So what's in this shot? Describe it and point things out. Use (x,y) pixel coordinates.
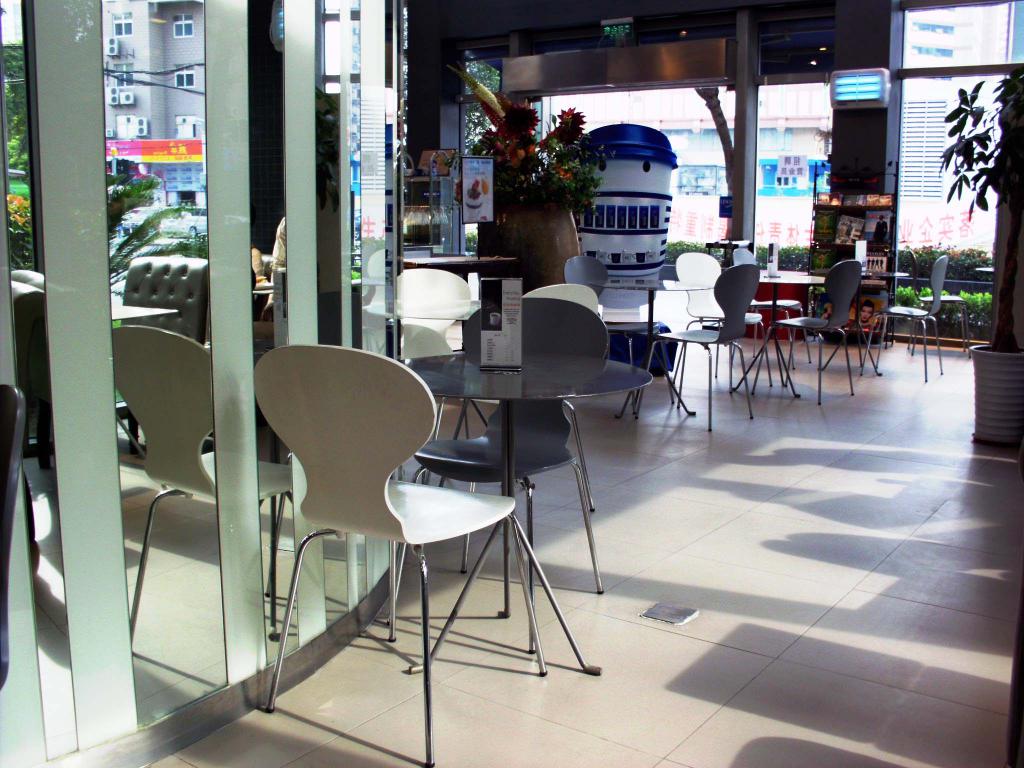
In this image we can see a store (487,167). There are many chairs (493,412) and tables (577,387) in the image. There are few plants (574,174) in the image. We can see the reflection (197,459) of few buildings (173,134), a tree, a vehicle (172,230), a chair (188,473) and few other objects (168,160) on the mirror (166,420). We can see few objects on the wall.
